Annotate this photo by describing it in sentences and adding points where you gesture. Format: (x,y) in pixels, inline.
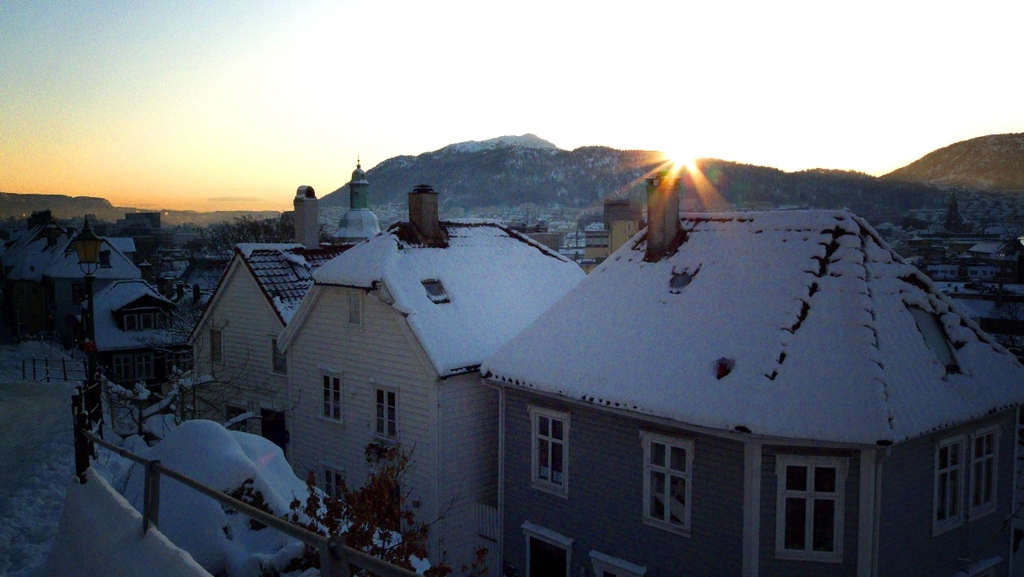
In this image in the front (192,428) there is a railing (208,492), there is snow (96,494), there are plants (116,387) and there is a pole (85,294). In the center (497,294) there are houses (797,310) and on the roof (257,263) of the houses (101,263) there is snow (905,258), there are trees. In the background (992,170) there are mountains (462,188) and there is sun (684,154) visible in the sky (675,138).
